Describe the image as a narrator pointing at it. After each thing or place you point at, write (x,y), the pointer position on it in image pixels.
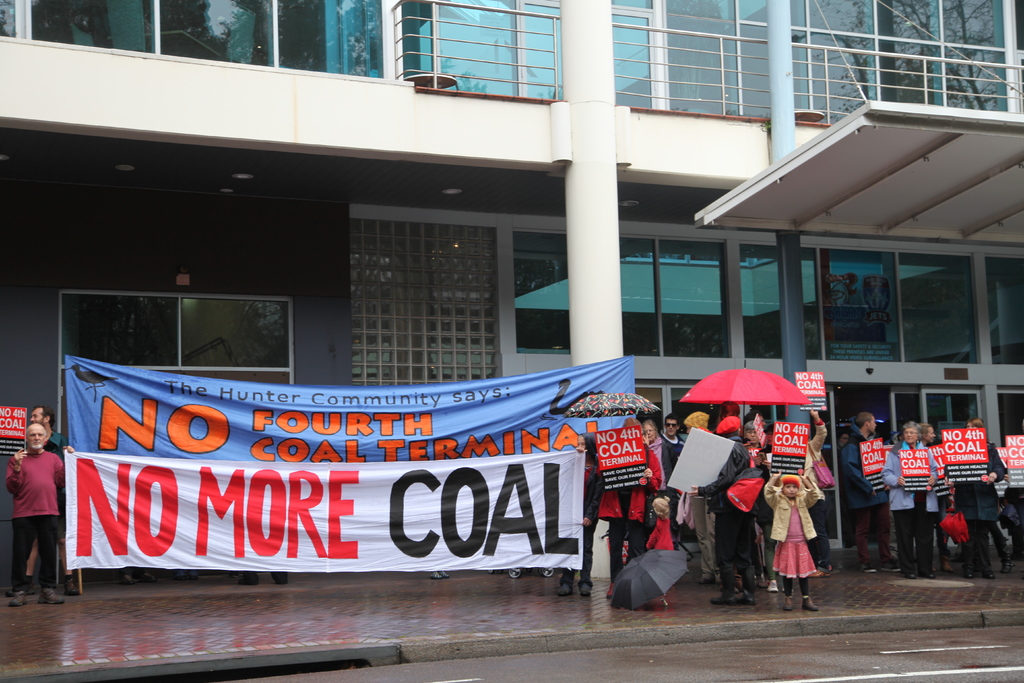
In this image there is a building (429,170), railing (963,102), people (933,435), glass windows (544,304), mesh (412,343), banners (423,507), umbrellas (701,396) and objects (695,462). Among them few people (647,465) are holding umbrellas (622,399), few people (55,479) are holding banners (591,424) and few people (649,460) are holding boards (774,449). Something is written on the boards (15,417) and banners (393,447). On the glass windows (944,66) there is a reflection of tree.
